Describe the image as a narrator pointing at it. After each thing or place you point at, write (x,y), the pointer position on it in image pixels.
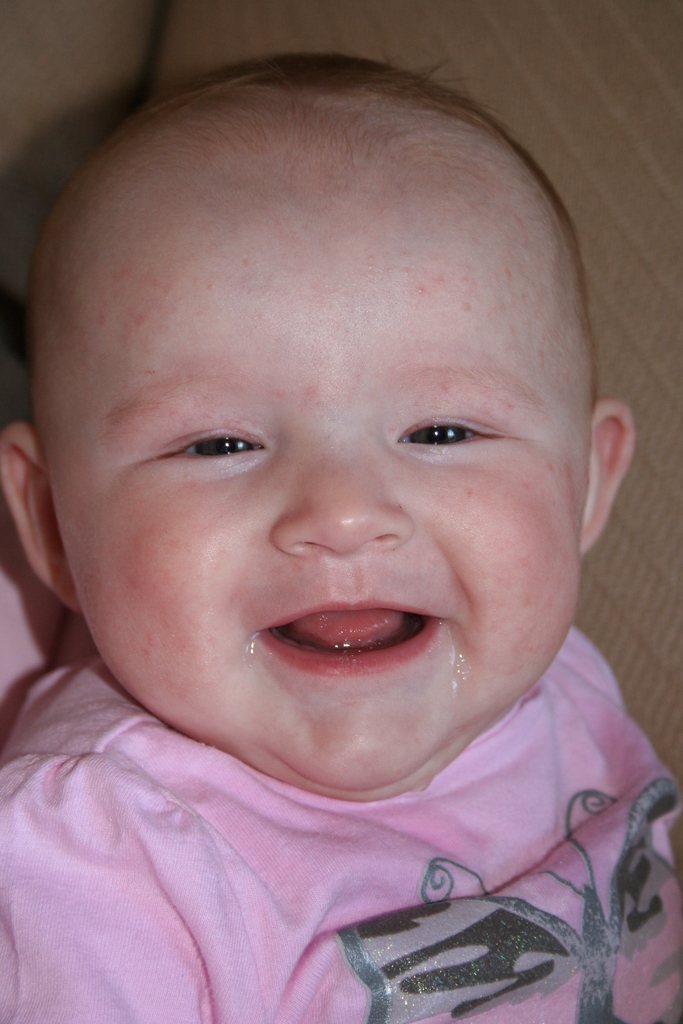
In the center of the image (333,605) a baby (380,596) is there.
